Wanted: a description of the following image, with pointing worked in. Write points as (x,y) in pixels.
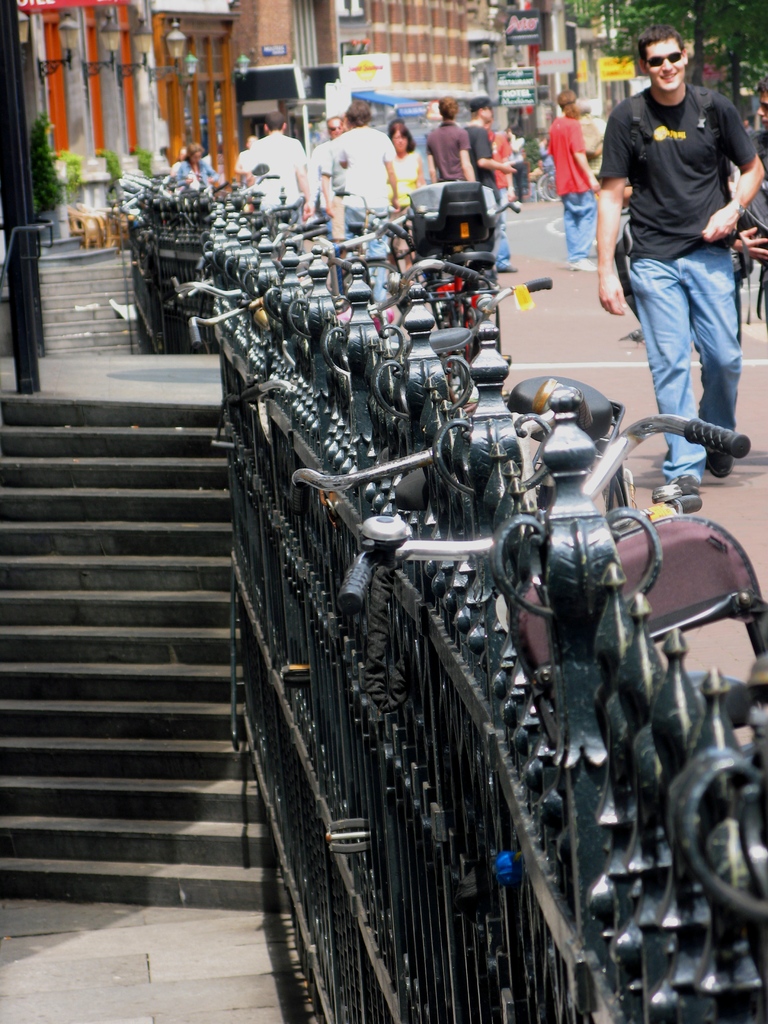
In this image we can see a few vehicles (446,346), there are some people (436,158), stairs (120,663), plants (70,177), trees (674,16), buildings (448,72), boards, poles (552,9), lights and fence (360,761).
